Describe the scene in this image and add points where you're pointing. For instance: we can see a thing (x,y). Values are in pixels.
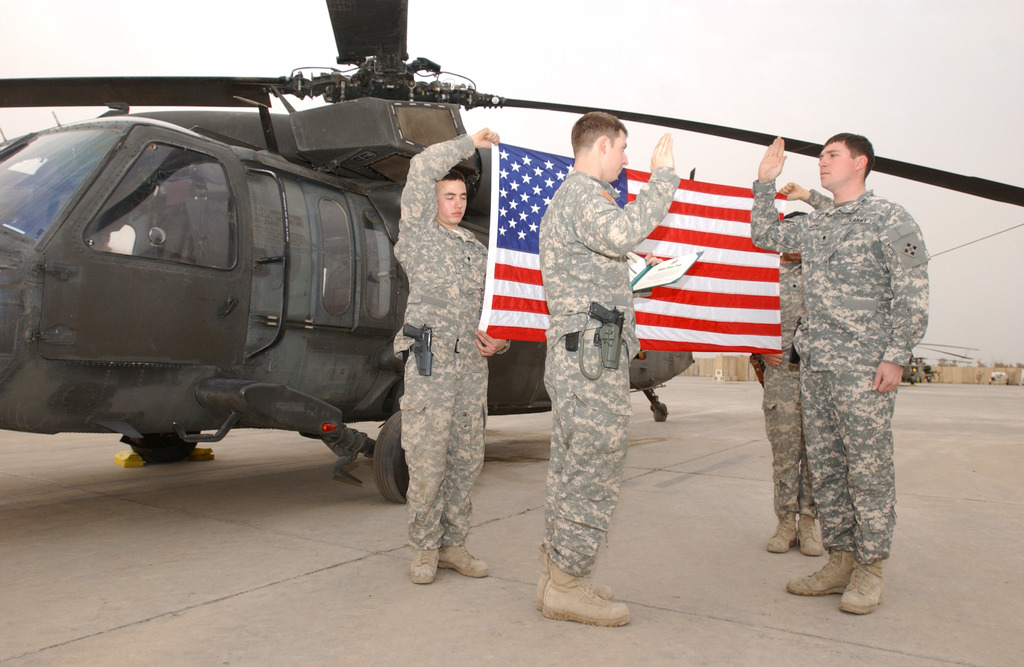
In this picture I can observe four men (816,328). Two of them are holding flag (770,312) in their hands (779,358). Behind them I can observe helicopter (151,292). In the background (615,63) I can observe sky (873,91).
